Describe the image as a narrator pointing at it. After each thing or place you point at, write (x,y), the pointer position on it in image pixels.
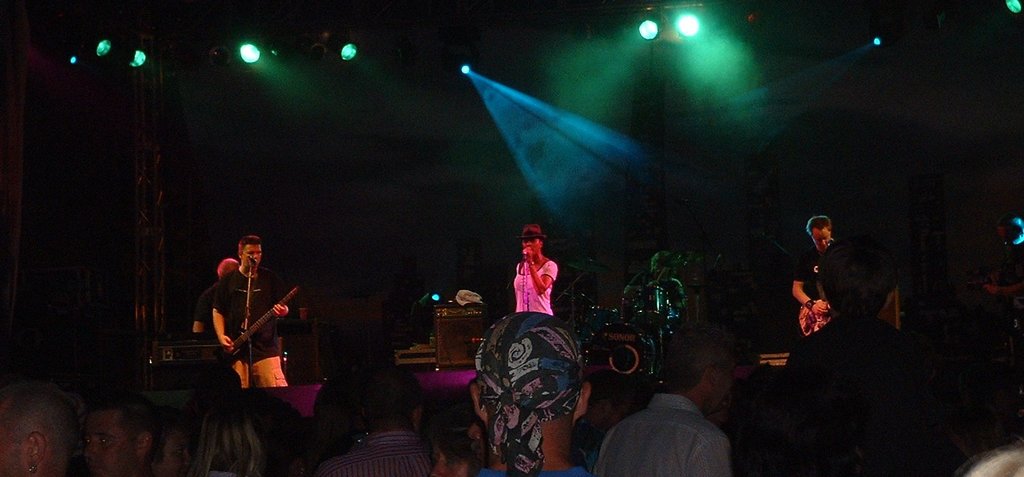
In this picture we can see two people (216,319) holding guitars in their hands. There are microphones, microphone stands (247,300), musical instruments (586,308), lights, a few people (508,416) and other objects (456,341). We can see the dark view in the background (968,329).
